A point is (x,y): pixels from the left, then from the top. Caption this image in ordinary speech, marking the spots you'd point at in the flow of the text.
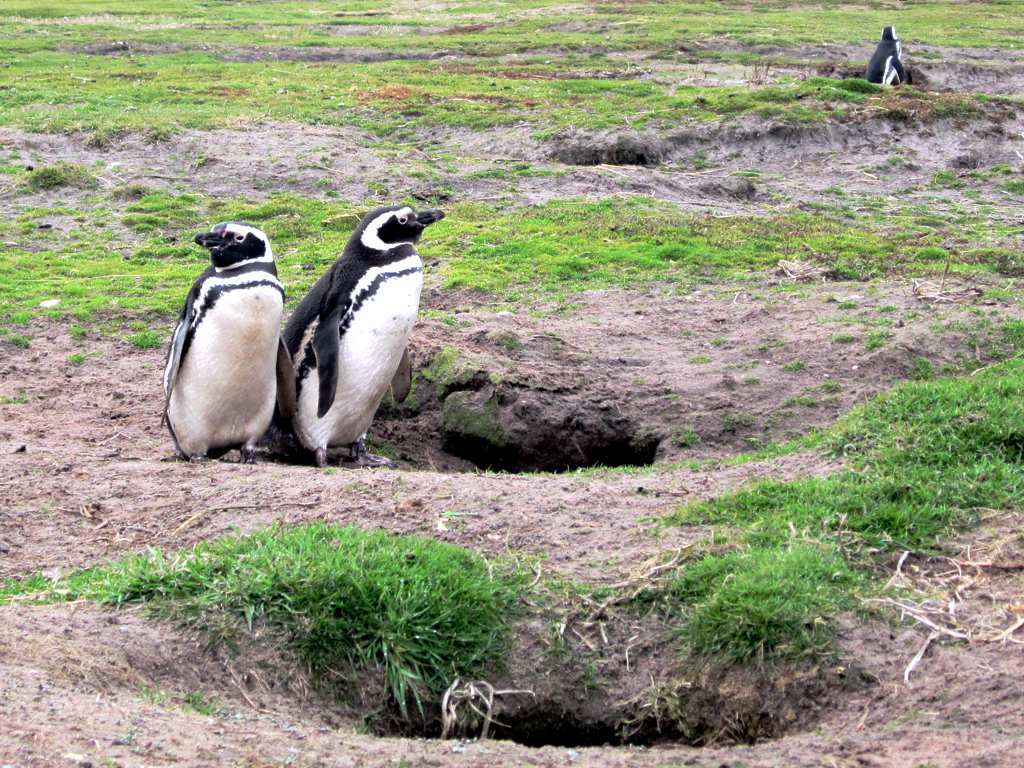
In the center of the image (383,460) there are two penguins (173,352). At the bottom of the image (323,528) there is grass (426,574). At the right side of the image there is another penguin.
